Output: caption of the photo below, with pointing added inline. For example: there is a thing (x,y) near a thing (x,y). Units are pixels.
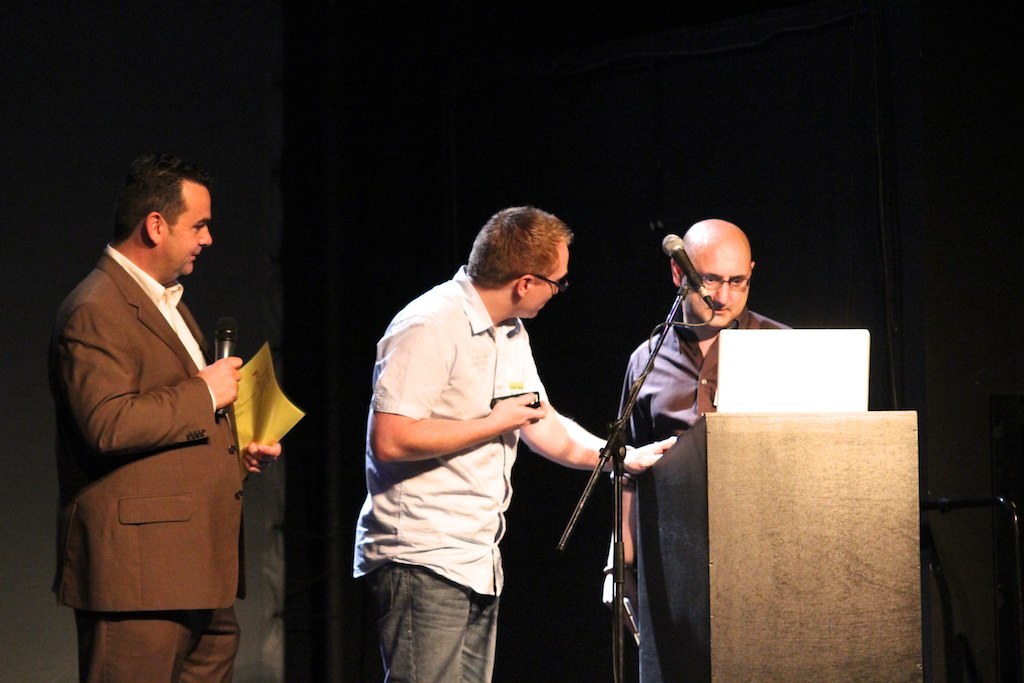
In the picture there are three men (449,427) stood on stage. On background (392,193) its dark, The left side man (162,436) wore brown suit (212,495) and mic (216,350) in his hand (234,362).
